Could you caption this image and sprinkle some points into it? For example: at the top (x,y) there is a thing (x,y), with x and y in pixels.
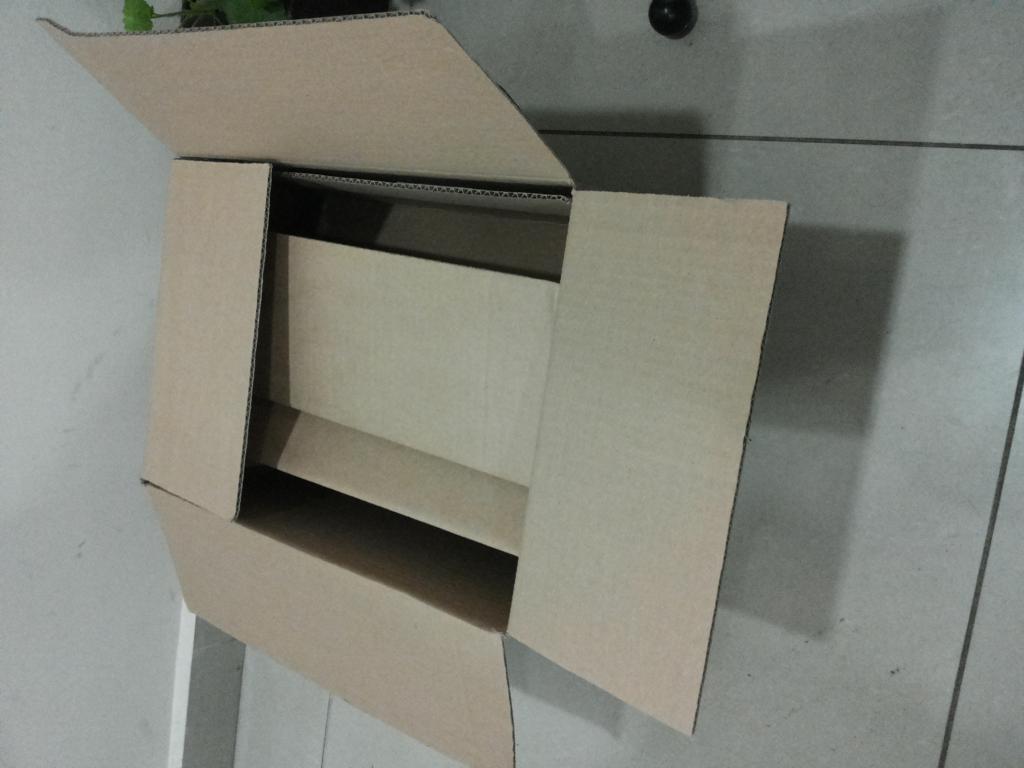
In this image we can see a box (403,360) on the floor (838,323) and wall (87,156) in the background (152,210).
